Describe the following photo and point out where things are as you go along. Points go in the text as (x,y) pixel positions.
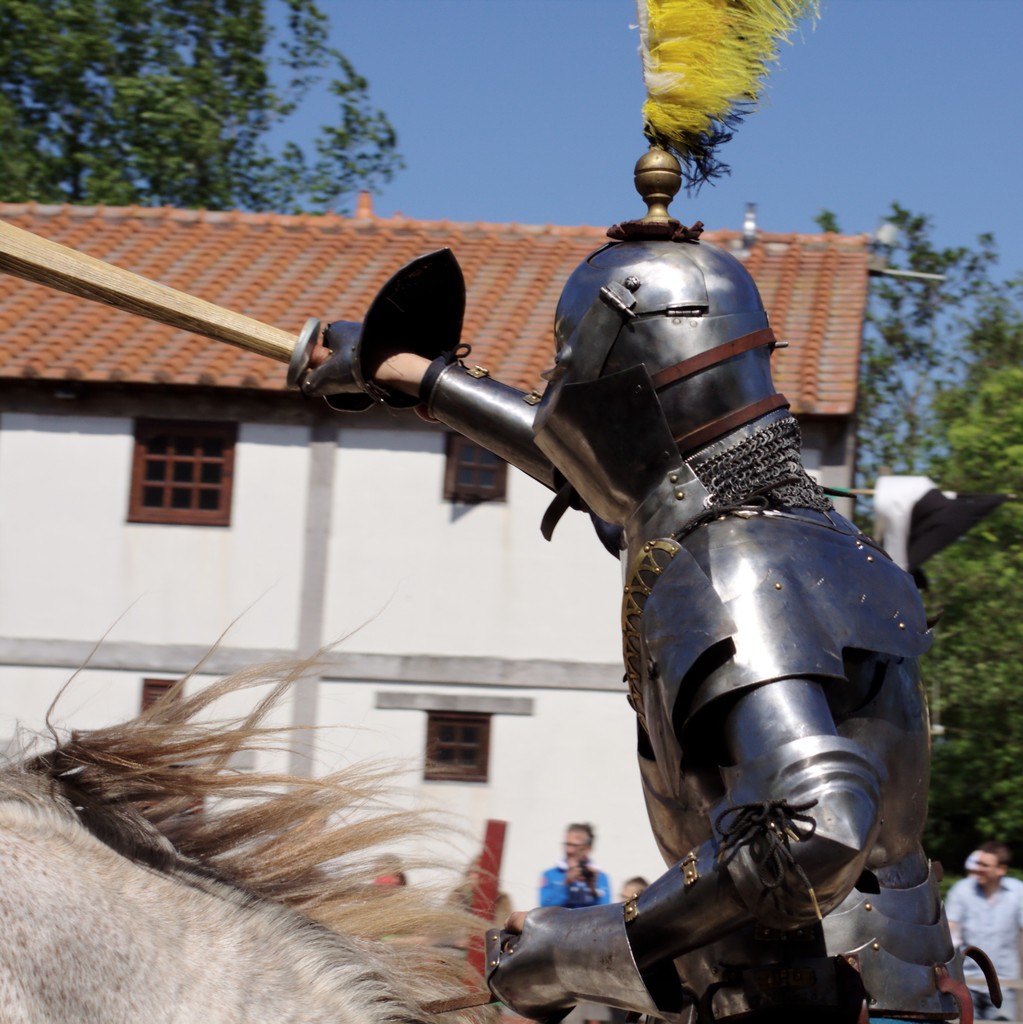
In this image I can see a building (424,599), windows (159,472), trees (105,47), few people (1013,912) and one person (742,443) is wearing a different costume (650,361) and holding something. The sky (607,104) is in blue color.
